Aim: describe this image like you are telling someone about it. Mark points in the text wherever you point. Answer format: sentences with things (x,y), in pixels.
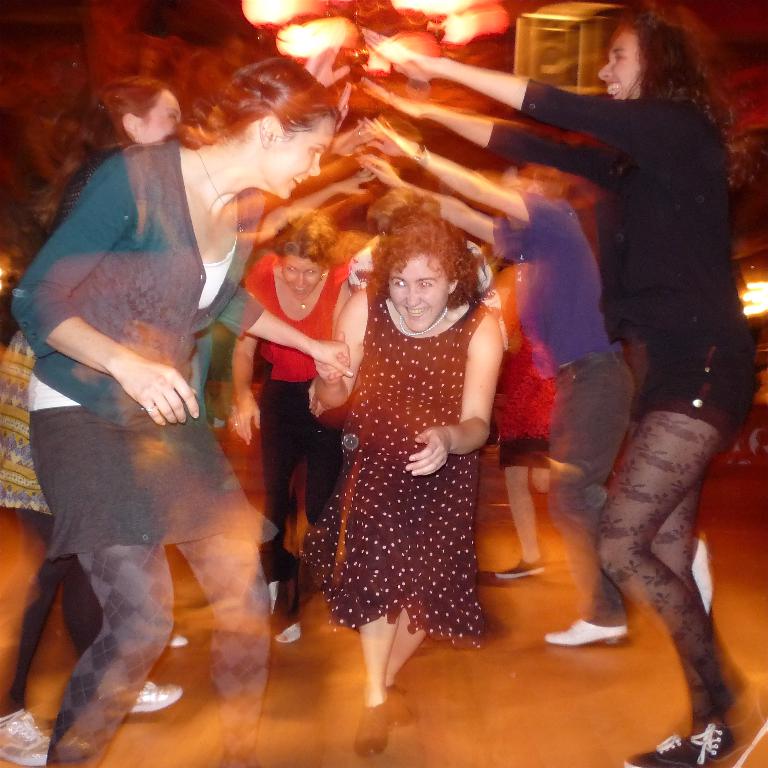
In this picture I can see a group of people (418,369) are standing and smiling. In the background (438,17) I can see lights (429,40).
